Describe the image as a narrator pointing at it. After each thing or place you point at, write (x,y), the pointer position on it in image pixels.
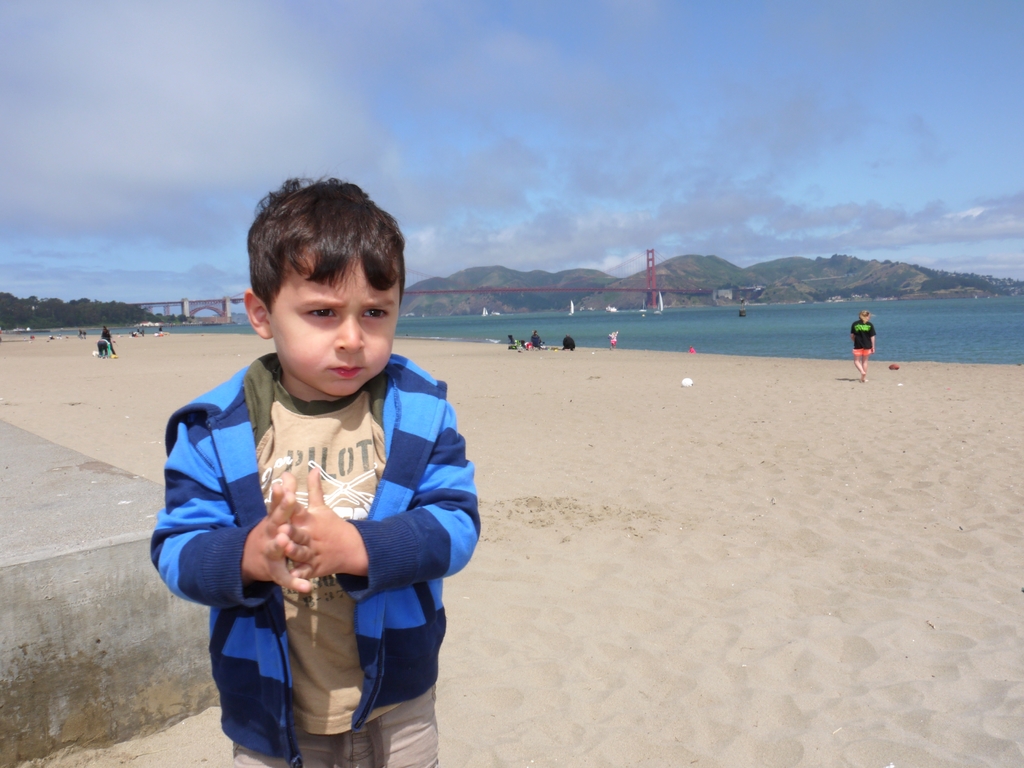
In front of the picture, we see the boy (282,557) in the blue jacket (236,535) is standing. At the bottom (684,674), we see the sand (790,682). On the right side (856,348), we see the girl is walking. In the middle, we see the people (569,338) are sitting on the sand (206,342). Beside them, we see water (620,333) and this water (672,327) might be in the sea (737,336). On the left side (25,325), we see the trees (74,309). In the middle (489,291), we see the bridge (489,289) and the ships (616,306) sailing on the water (706,316). There are hills (764,274) in the background (858,282). At the top (735,68), we see the sky (688,73) and the clouds (671,222).
